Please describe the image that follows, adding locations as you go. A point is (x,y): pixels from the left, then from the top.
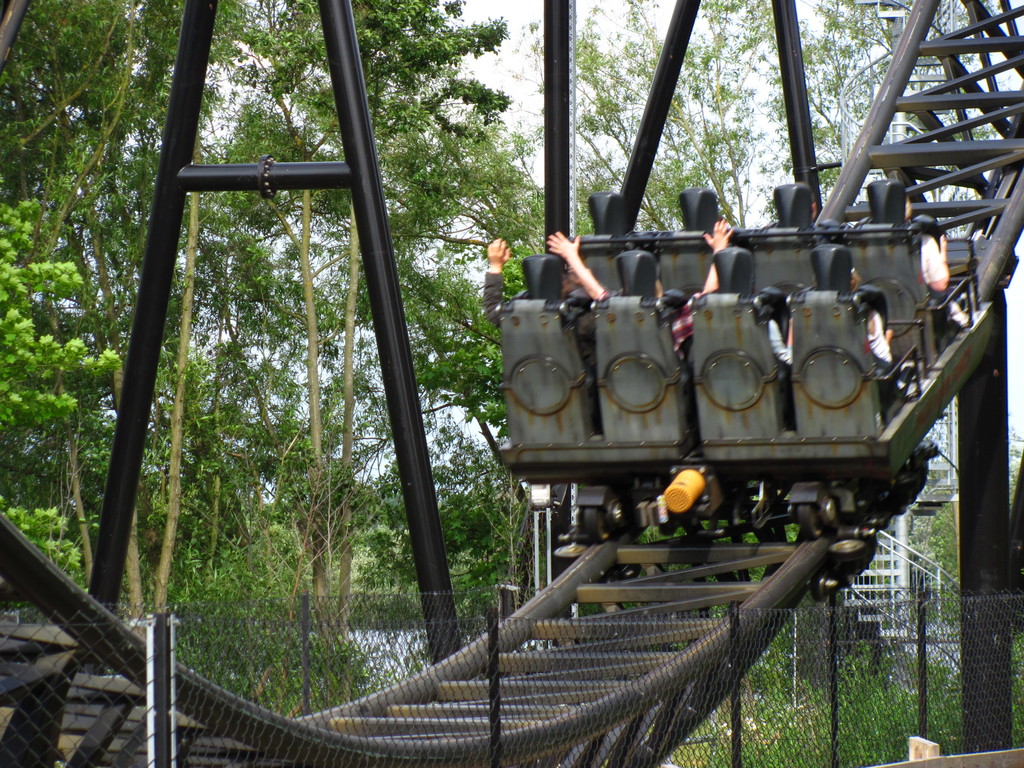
In this picture I can observe rollercoaster hump (617,640). There are some people (501,282) sitting in the roller coaster (753,249). In the background (281,321) I can observe trees (415,122) and sky (523,94).
